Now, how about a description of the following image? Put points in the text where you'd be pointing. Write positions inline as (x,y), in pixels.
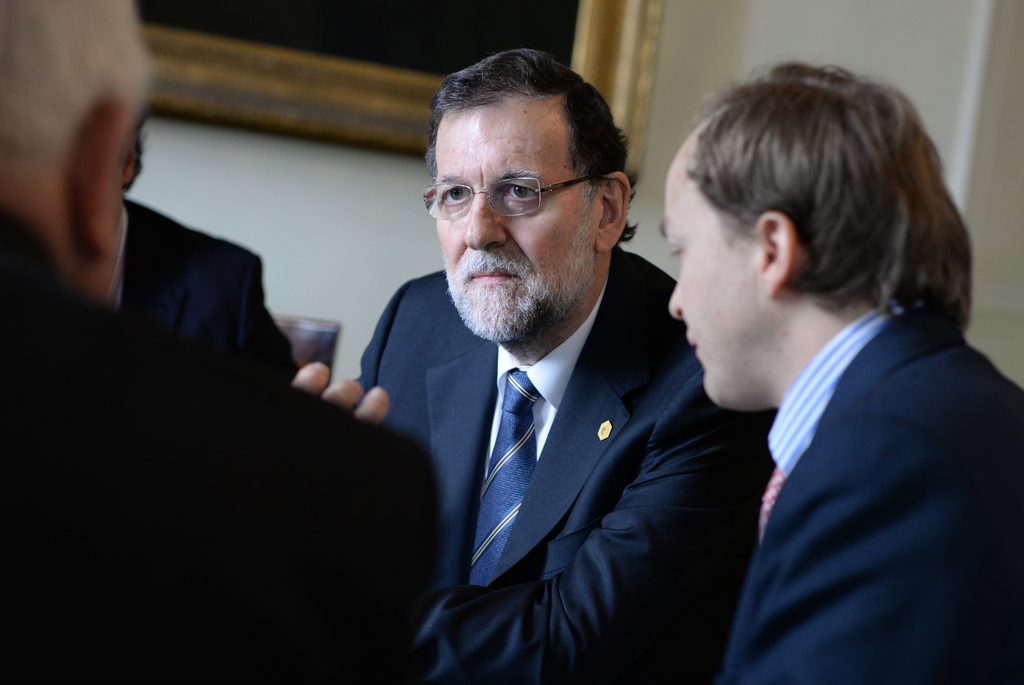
On the right side (694,282), there are two persons (536,445) in suits (588,497) sitting. On the left side (180,251), there are two persons (181,351) sitting. In the background (228,224), there is a photo frame (449,58) on the white wall (244,138).
